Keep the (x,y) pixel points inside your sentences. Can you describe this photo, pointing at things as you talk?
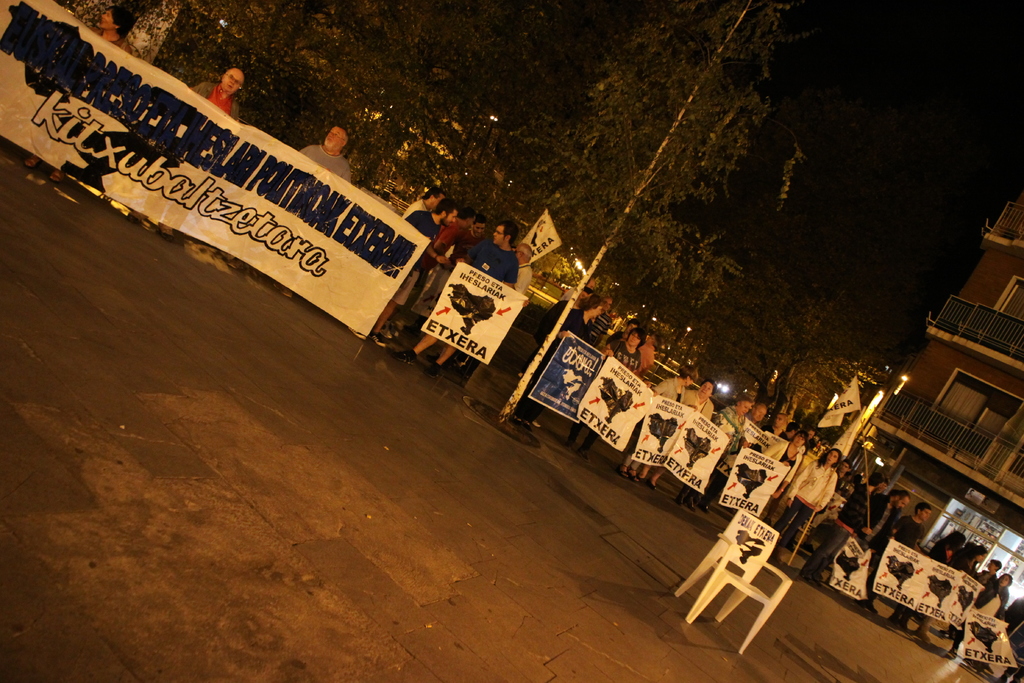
In this picture we can observe some people (831,477) standing on the road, holding white color posters (155,95) in their hands (523,304). There are men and women (784,544). There is a white color chair (736,583) on the right side (730,583). We can observe a pole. In the background (573,136) there are trees (539,150) and a building (959,369) on the right side (959,365).
